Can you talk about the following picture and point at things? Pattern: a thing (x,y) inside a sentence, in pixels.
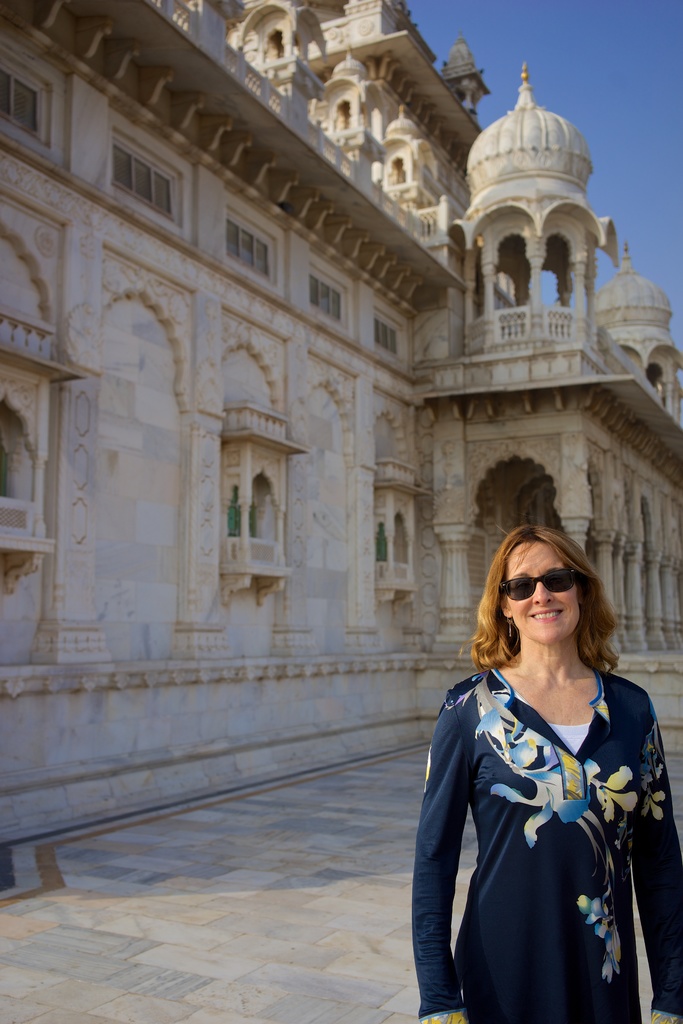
In this picture we can see a woman (517,722) standing on the floor (379,1002), side we can see the building (222,396).
